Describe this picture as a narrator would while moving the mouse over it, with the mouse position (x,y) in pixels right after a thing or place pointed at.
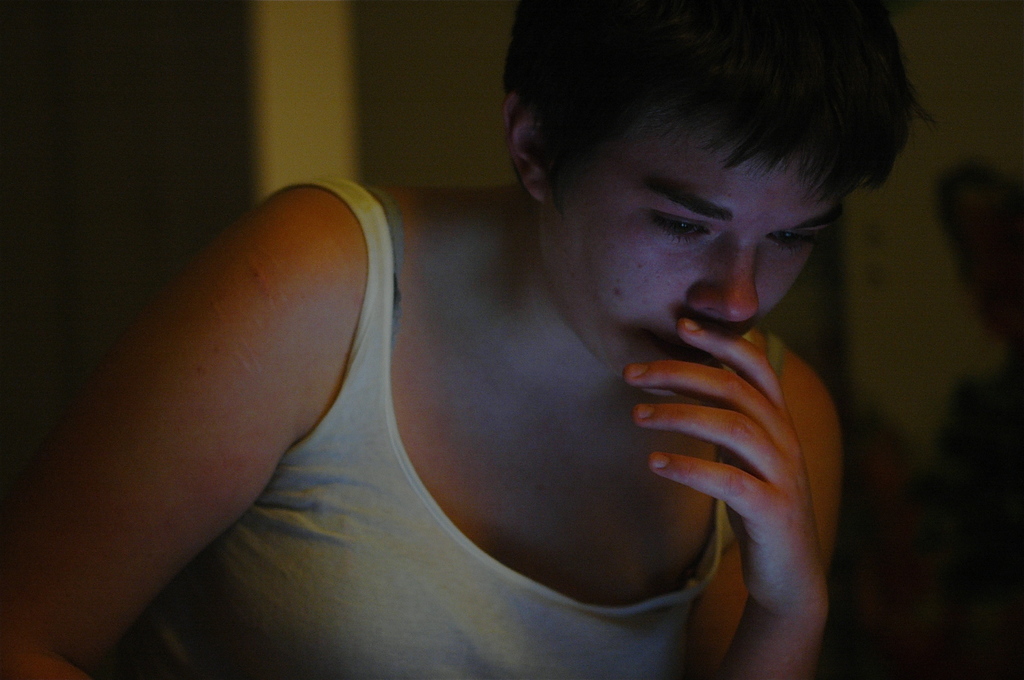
In this image I can see a person (412,656) wearing a white vest (377,611). The background (212,45) is blurred.
